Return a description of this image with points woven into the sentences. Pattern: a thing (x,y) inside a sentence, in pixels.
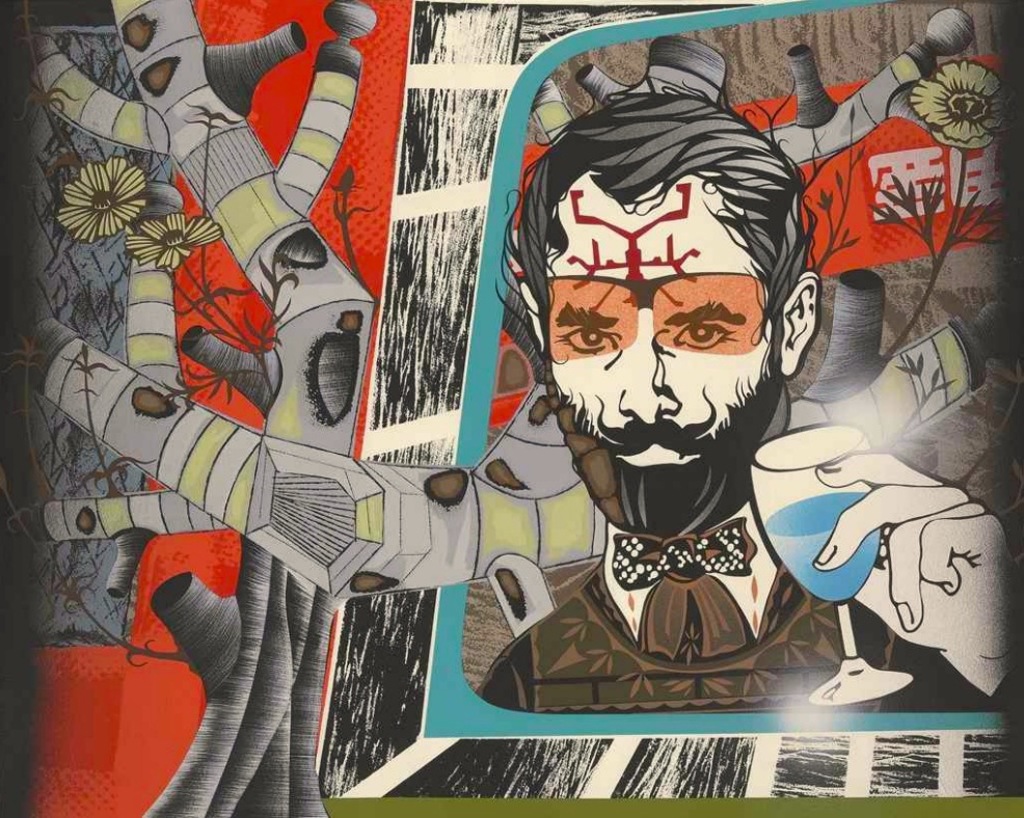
It is an animated pic, on the right side (772,545) a man (687,569) is holding wine glass (840,599).
